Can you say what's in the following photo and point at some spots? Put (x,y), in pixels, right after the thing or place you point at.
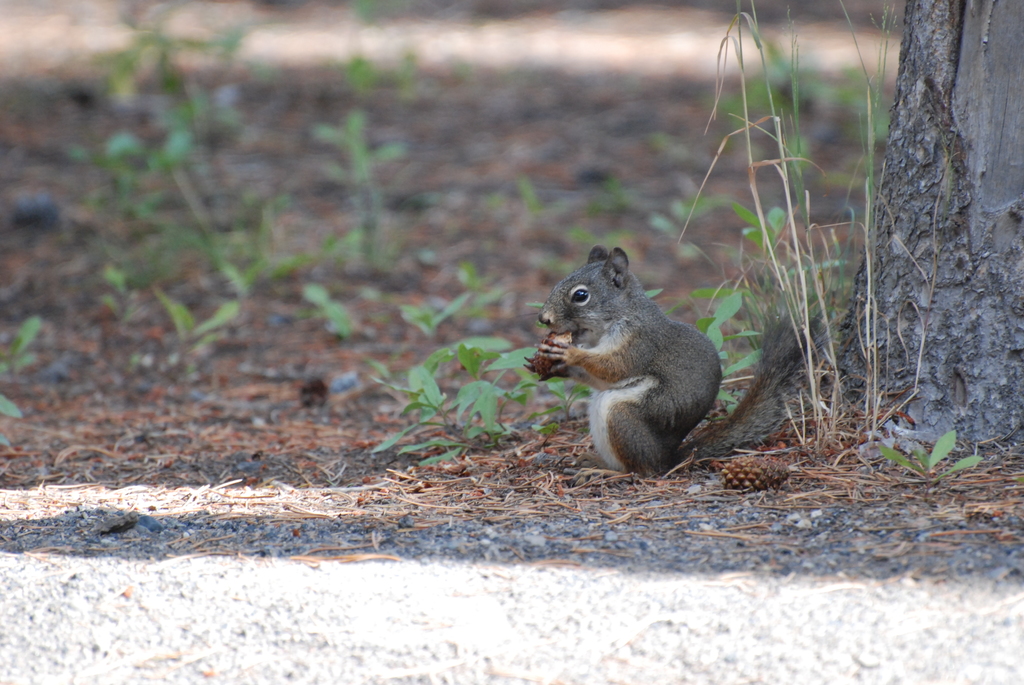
In this image there is a squirrel (607,279) holding an object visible in front of trunk (918,230) of tree (921,202) in the middle (613,346), there are some plants (152,159) visible in the middle (510,355).
